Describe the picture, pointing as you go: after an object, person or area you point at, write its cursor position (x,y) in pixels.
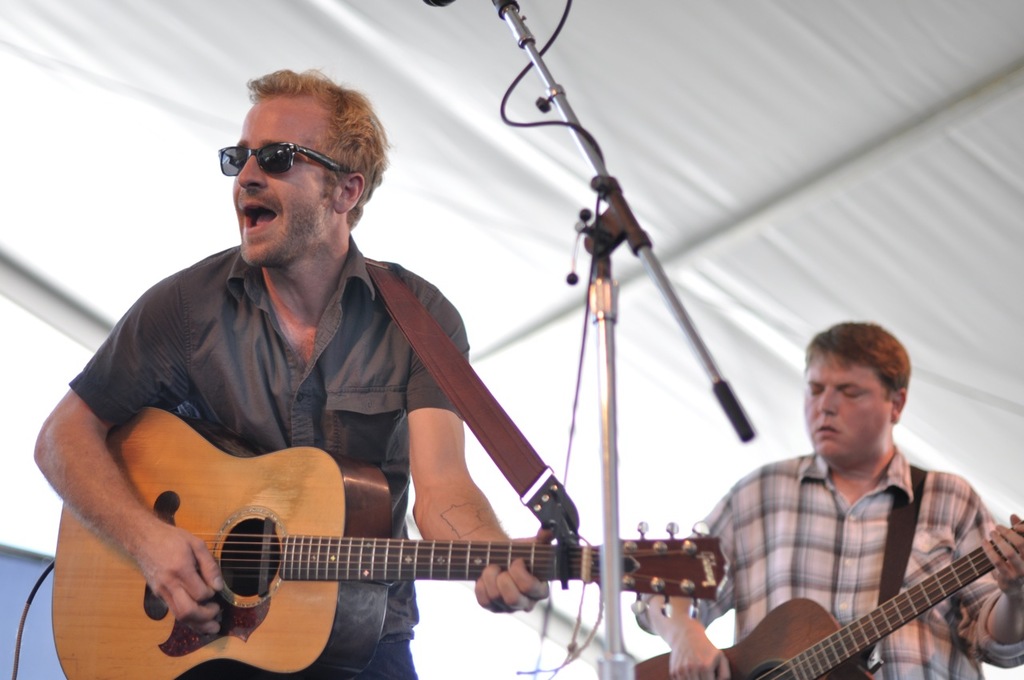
This picture shows a man (63,410) singing and playing guitar (349,649) with the help of a microphone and we see other man (698,641) playing guitar (664,679).
